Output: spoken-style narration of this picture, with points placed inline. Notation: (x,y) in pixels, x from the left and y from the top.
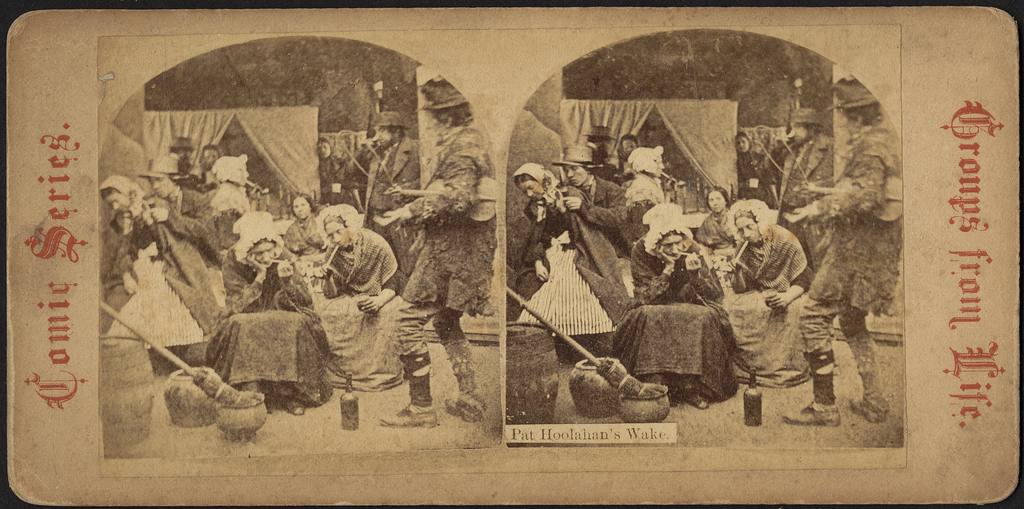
In this picture I can see a printed image and I can see collage of two similar pictures and I can see few people (424,247) standing and few (293,283) are seated and I can see a bottle (356,417) on the floor (737,410) and couple of curtains (297,143) in the back (326,131) and I can see text (67,319) at the left (72,296) and right side of the picture (972,107) and I can see text (566,437) at the bottom left corner of the second picture.
